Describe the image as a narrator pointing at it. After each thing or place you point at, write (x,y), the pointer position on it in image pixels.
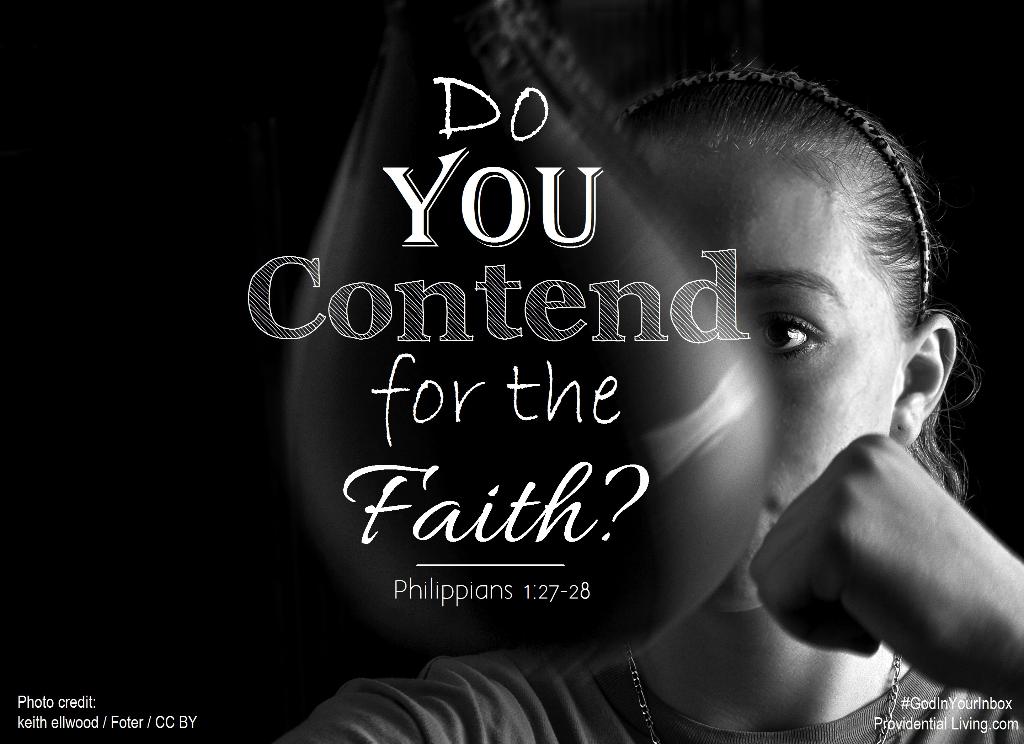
This is a black and white image. This is an edited image. There is a woman (787,421) on the right side (790,387). There is something written in the middle (465,312).
